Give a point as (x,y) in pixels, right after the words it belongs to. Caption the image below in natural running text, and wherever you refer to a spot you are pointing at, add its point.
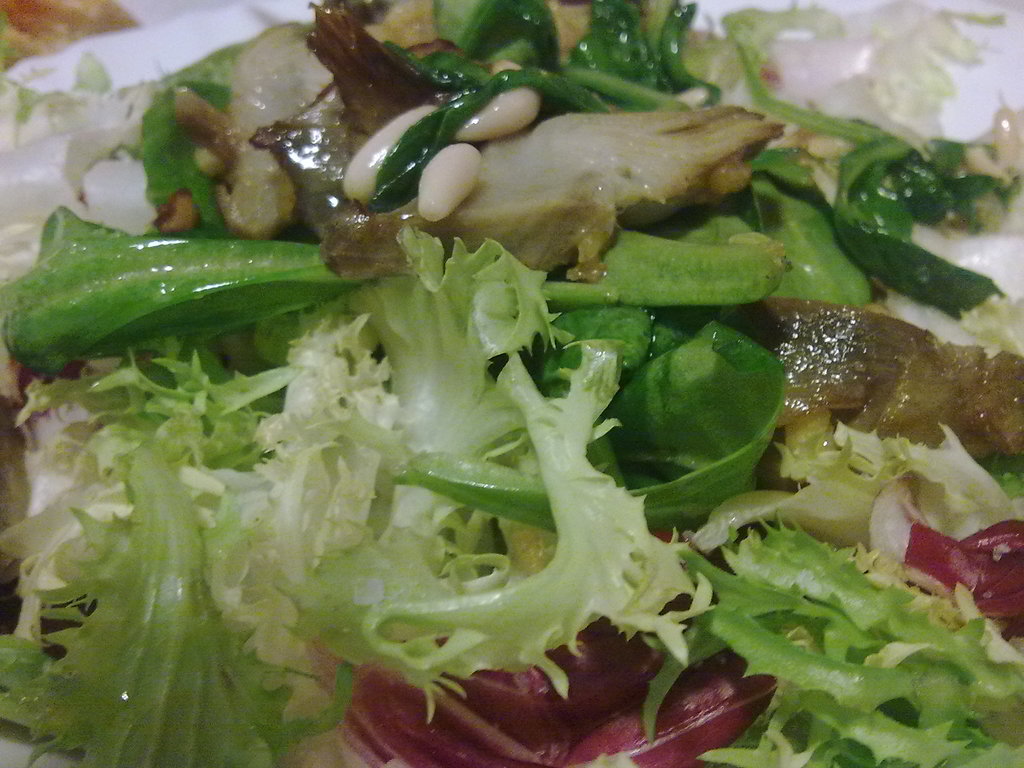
In the image we can see some food (860,196).
